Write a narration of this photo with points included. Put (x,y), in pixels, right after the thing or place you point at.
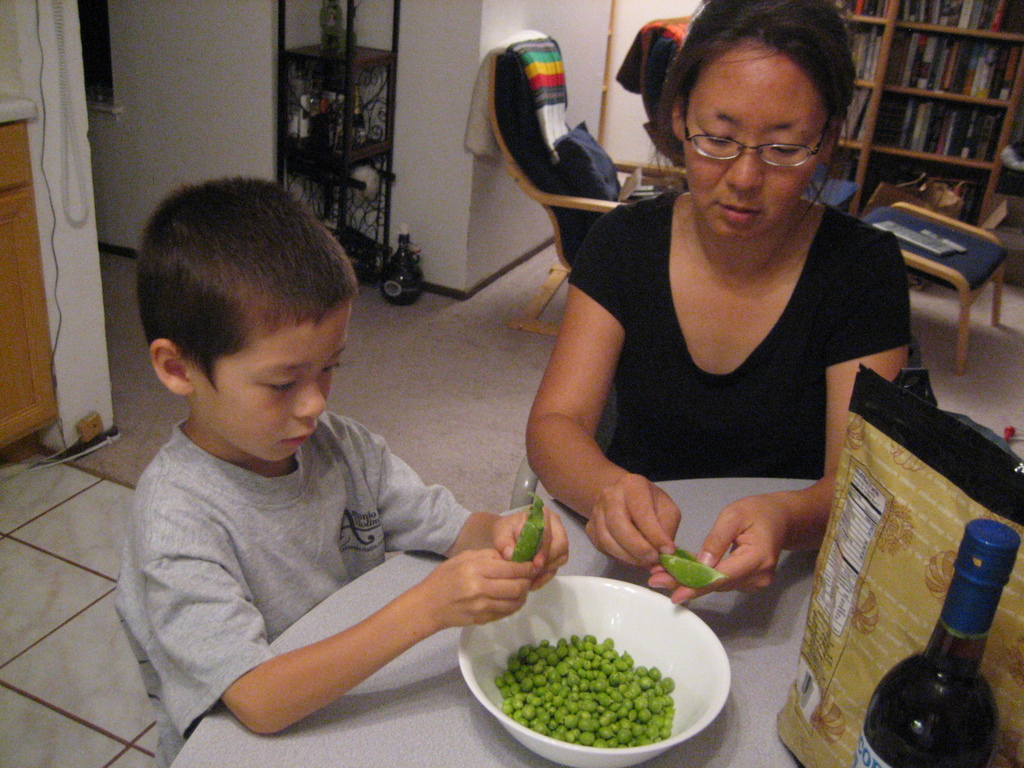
In the background (978,150) we can see the wall (568,7), books (876,40) arranged in the racks (888,34), chair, a table (979,269) and object (920,243) on the table (975,249). On the floor (439,379) we can see a bottle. Beside to a bottle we can see a black stand (350,65). At the bottom (39,581) we can see the floor (32,592) and a floor carpet (350,397). On the right side (797,327) we can see a woman (637,290) and on the left side (234,448) a boy (284,446) holding peas (692,566) in their hands (644,554). On the table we can see a bag (898,586), bottle (878,701) and peas (554,696) in a white bowl (701,698). On the left side (79,323) we can see the wall (83,301), wooden cupboard (43,312) and wires (58,320).
